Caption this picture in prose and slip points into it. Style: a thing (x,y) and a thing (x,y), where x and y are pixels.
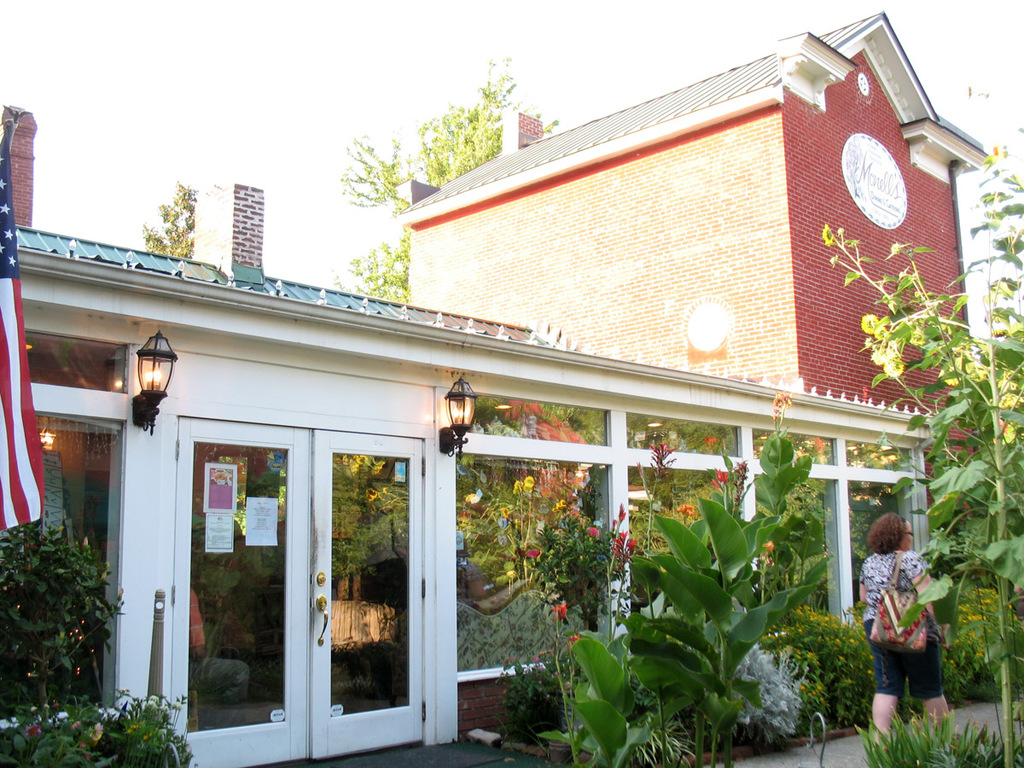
In this picture we can observe some plants (749,640). There is a flag (2,419) on the left side (2,326). We can observe building (540,369). In the background (379,234) there are trees (380,185) and a sky (290,66).
